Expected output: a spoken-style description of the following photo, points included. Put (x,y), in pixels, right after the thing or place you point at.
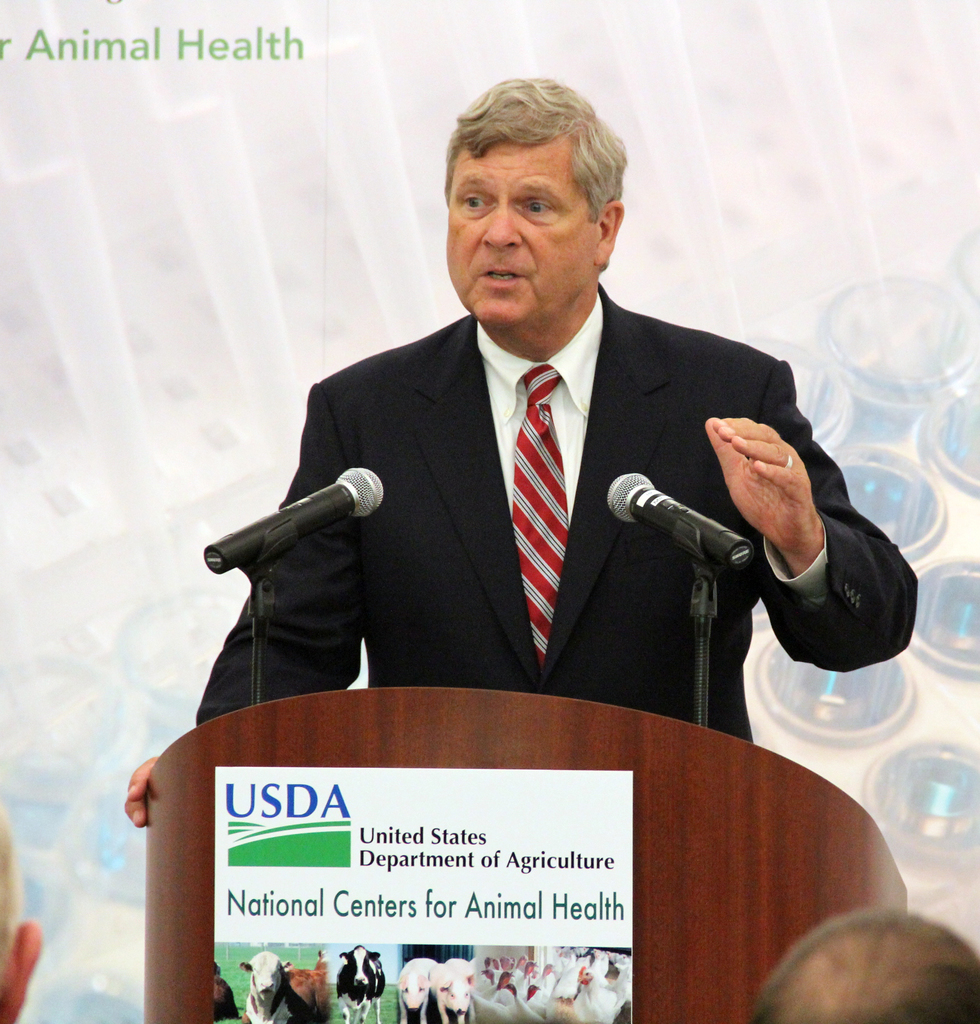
In this picture I can see a man (435,635) standing near the podium (574,723), there are mikes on the podium (503,698), there is a board (487,796) to the podium (337,750), there are heads (956,995) of two persons (953,1013), and in the background (275,303) there is a board (220,278).
